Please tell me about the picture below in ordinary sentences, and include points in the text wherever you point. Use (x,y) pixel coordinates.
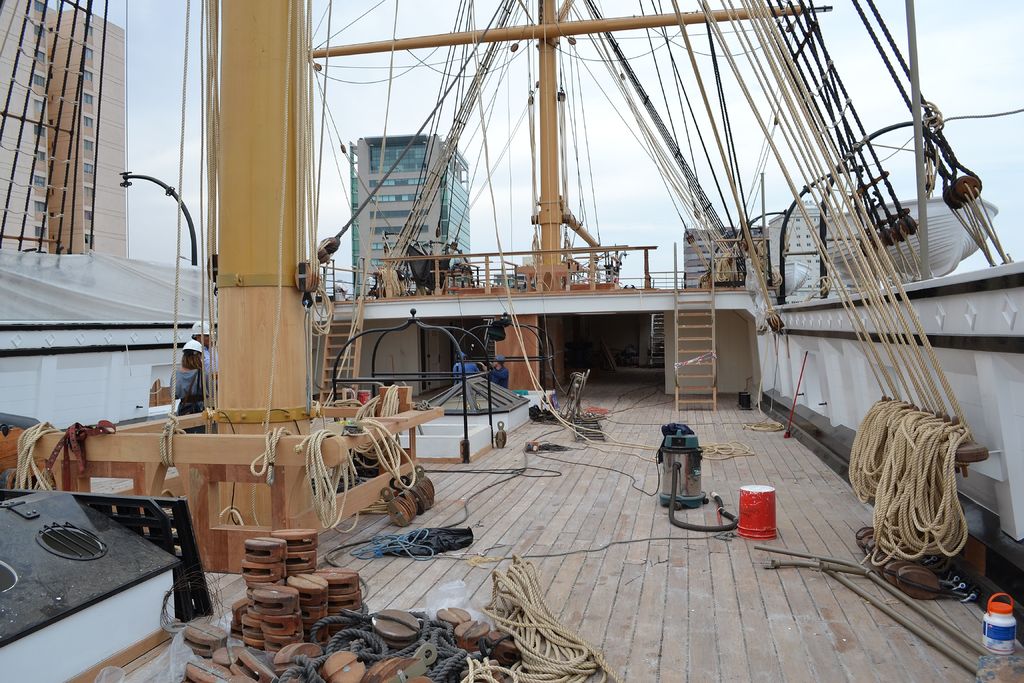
In this picture there are few ropes (787,104) and poles (781,248) and there are buildings (719,253) in the background (716,234).
